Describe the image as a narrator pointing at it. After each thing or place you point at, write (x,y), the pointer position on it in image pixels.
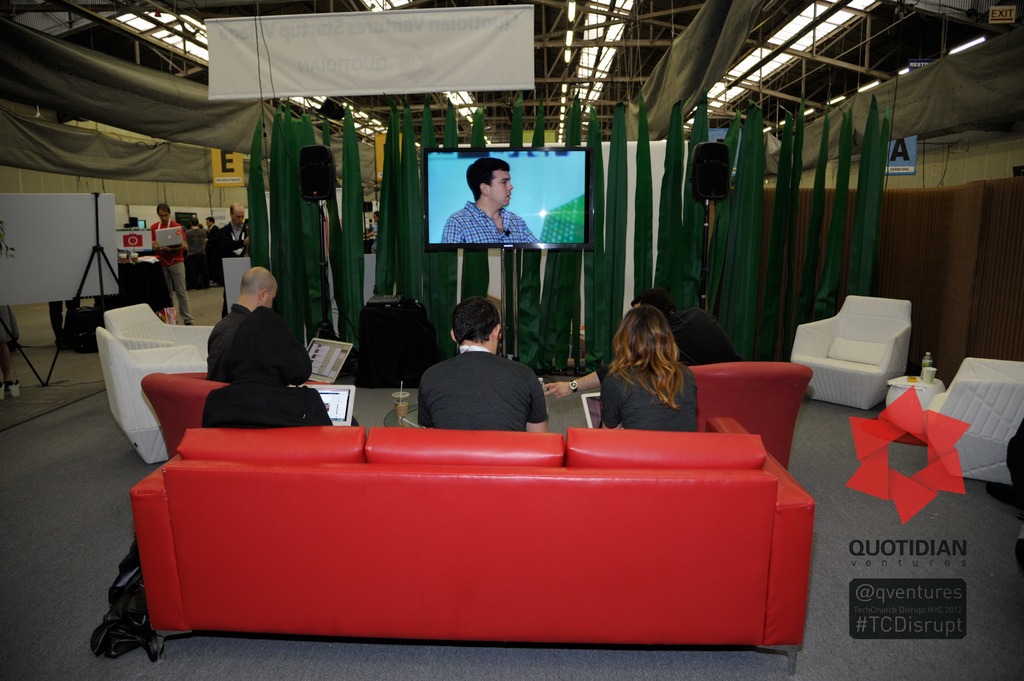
In this picture we can see a group of people (640,384) some are sitting on sofa (268,483) and some are standing carrying their laptops (181,245) and in front of them there is screen (471,182) to wall (372,158), banner (297,79), pillar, wall (202,194).
